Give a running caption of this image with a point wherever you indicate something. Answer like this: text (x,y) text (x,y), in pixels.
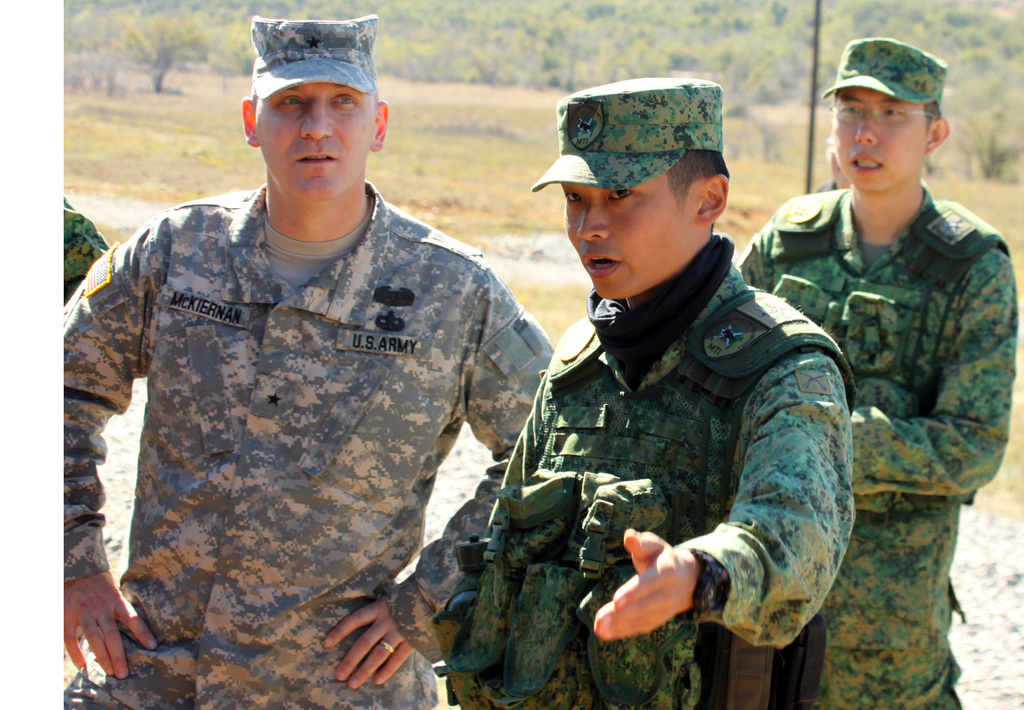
This image consists of three persons (547,411). All are wearing army dresses (447,398) and caps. In the background (703,9), we can see the trees (729,44) and grass (548,102) on the ground (539,112).
